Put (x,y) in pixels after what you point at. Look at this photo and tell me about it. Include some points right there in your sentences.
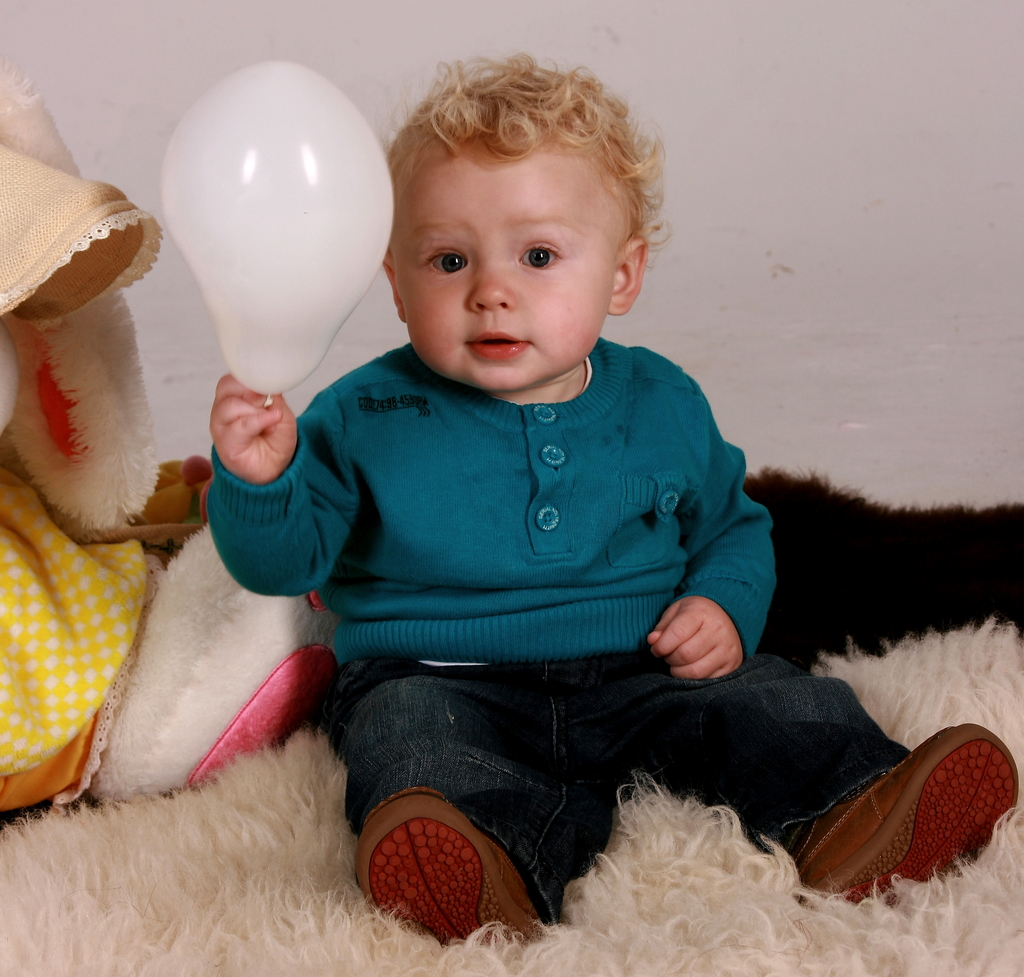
In the middle of the image (665,595) a boy (245,491) is sitting on a rug (1000,834) and holding a balloon (245,146). Behind him there is a wall (906,351).
